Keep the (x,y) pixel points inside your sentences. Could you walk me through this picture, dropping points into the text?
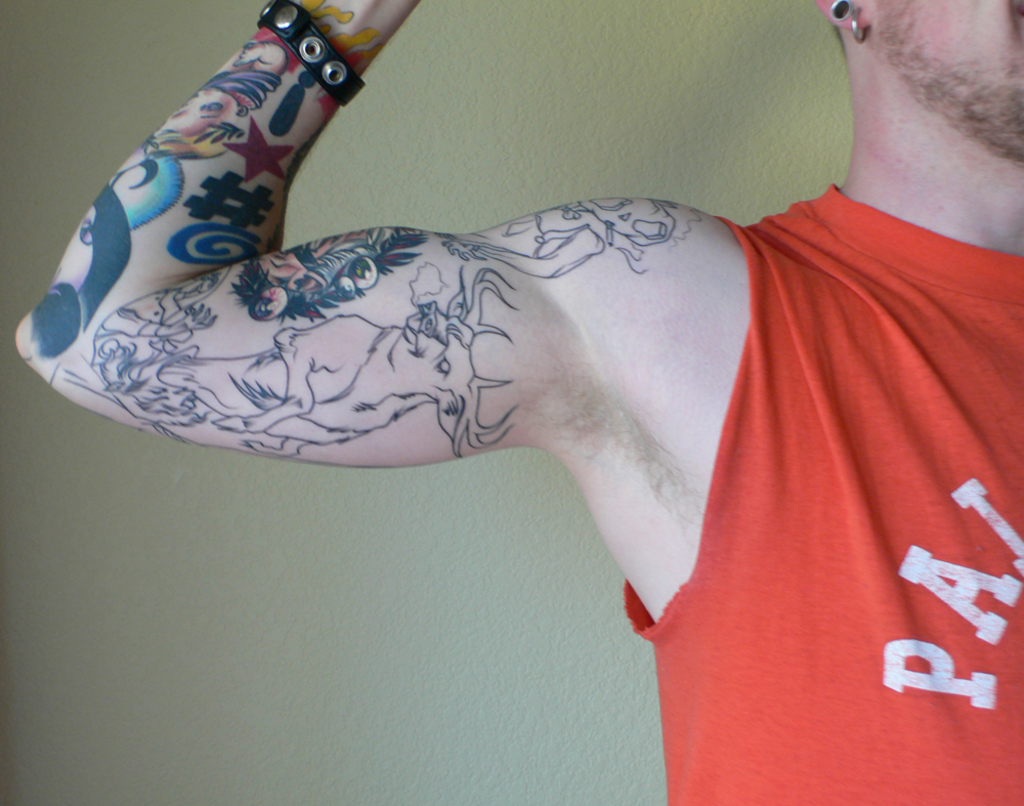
In this image there is one person (478,317) and he is wearing a t shirt (739,431), which is in orange color and there is a tattoo (182,234) on person's hand (275,320) and in the background (262,577) there is wall (325,508).
